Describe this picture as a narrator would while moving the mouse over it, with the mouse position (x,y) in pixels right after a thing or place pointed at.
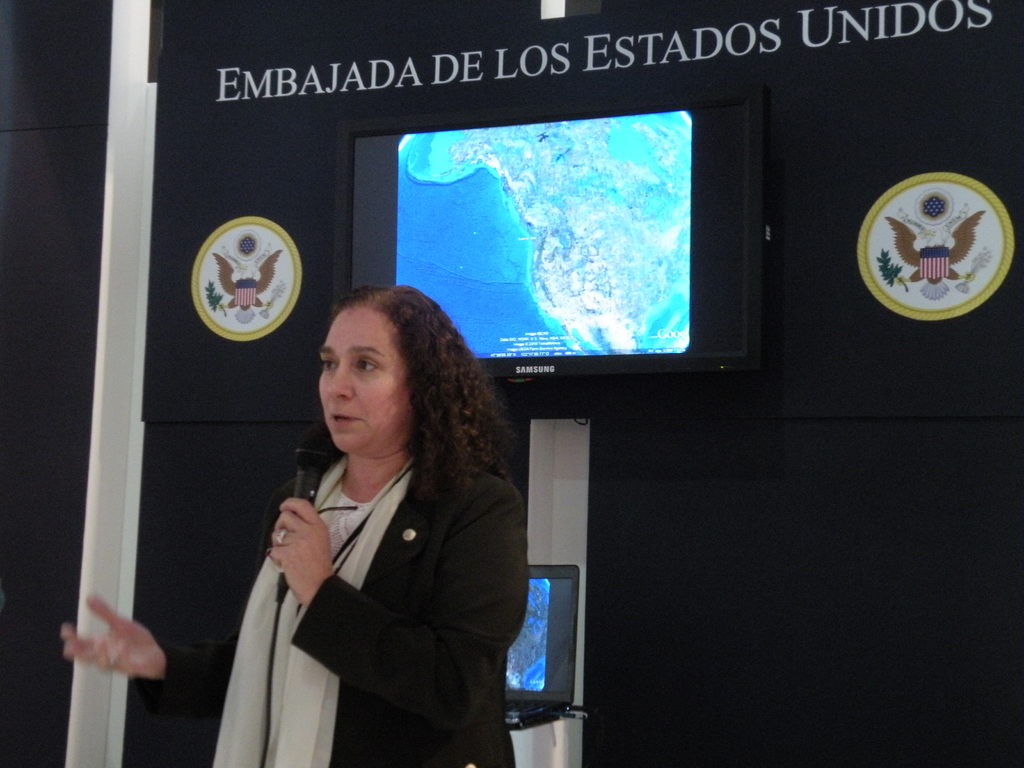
In the picture I can see a woman (431,500) wearing black color dress (413,551) standing and holding microphone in her hands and in the background of the picture (21,370) there is black color sheet (846,286), there is a screen (538,263) and laptop (544,674).
